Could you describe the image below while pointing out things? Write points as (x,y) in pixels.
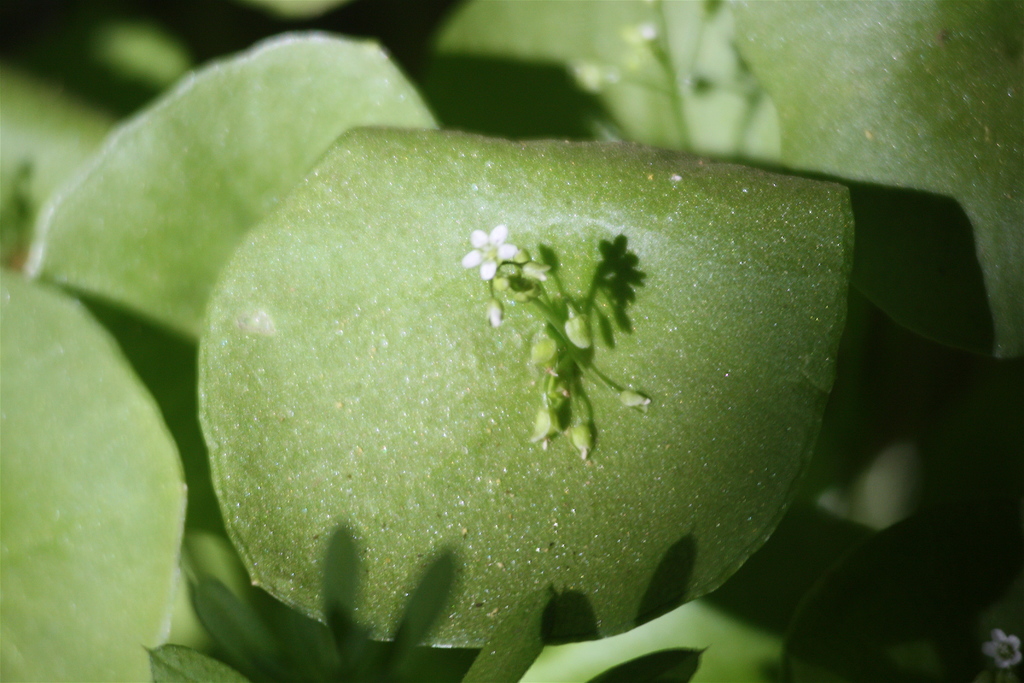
In this image there is one zoom in picture of one plant (557,327) and there is one flower (511,248) in middle of this image (552,400).
